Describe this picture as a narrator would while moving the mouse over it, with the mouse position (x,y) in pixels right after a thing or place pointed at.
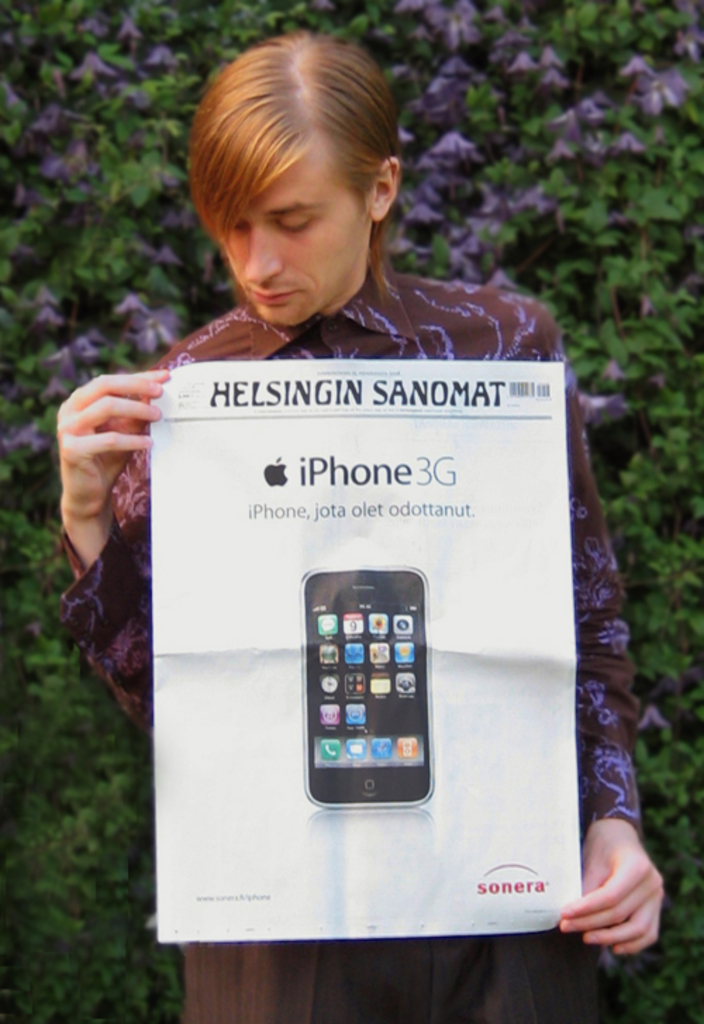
In this image, we can see a man (362,309) standing and holding a poster (513,638), in the background (654,330) we can see some plants (6,165).
